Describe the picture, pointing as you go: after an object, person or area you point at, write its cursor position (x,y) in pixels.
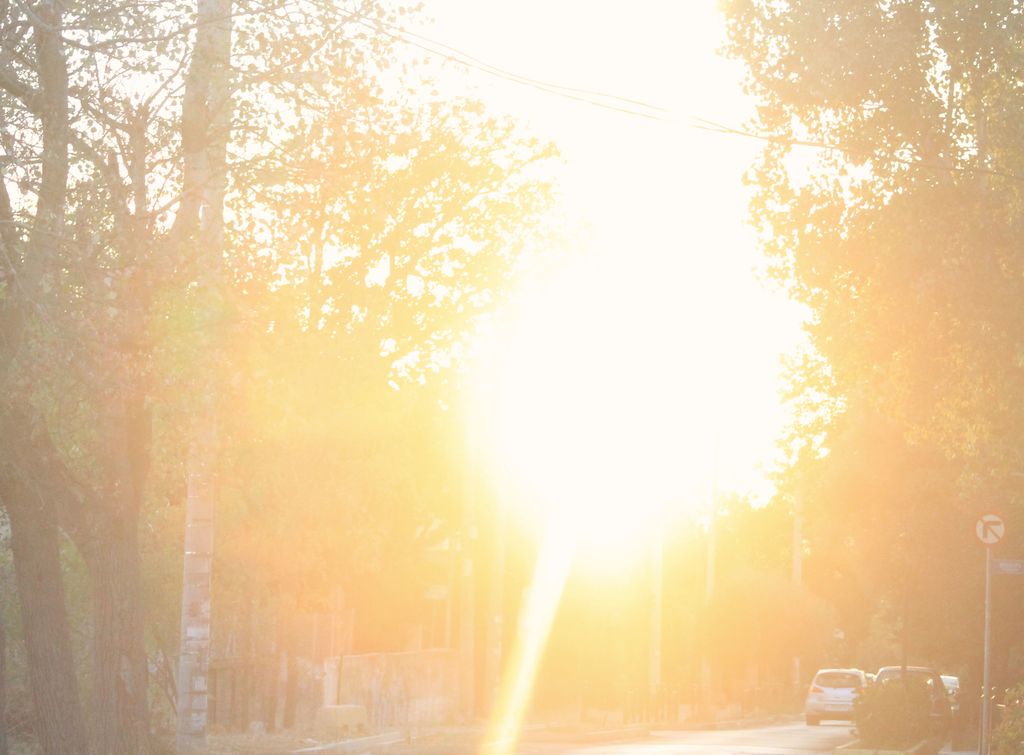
In this image there are few vehicles (847,682) moving on the road (658,736). On the right (805,536) and left side of the image (288,560) there are trees (926,577) and a signboard (1000,569). In the background (672,267) there is the sky (624,272).
